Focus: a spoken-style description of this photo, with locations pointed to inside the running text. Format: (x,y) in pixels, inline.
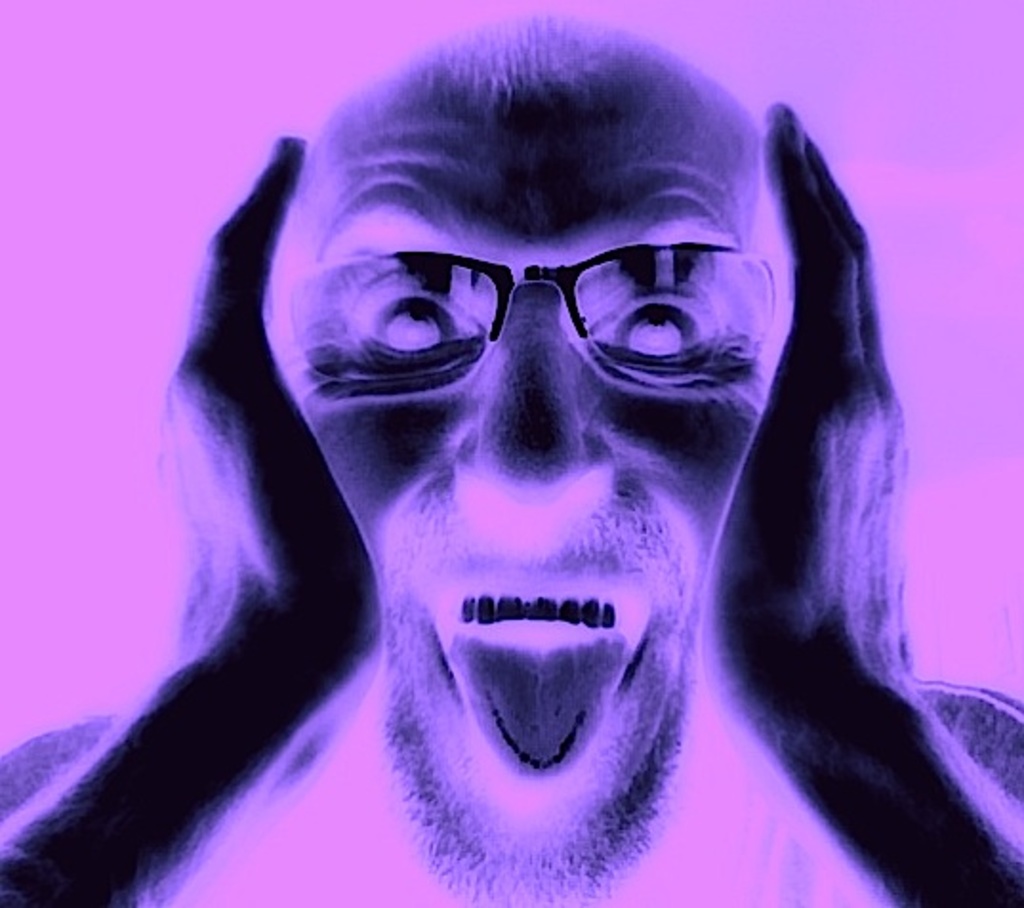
This is an animated image. In this image, there is a person (463,243) wearing a spectacle (463,272) and keeping both his hands (816,401) on his cheeks (652,468). He is excited. And the background (33,386) is pink in color.
